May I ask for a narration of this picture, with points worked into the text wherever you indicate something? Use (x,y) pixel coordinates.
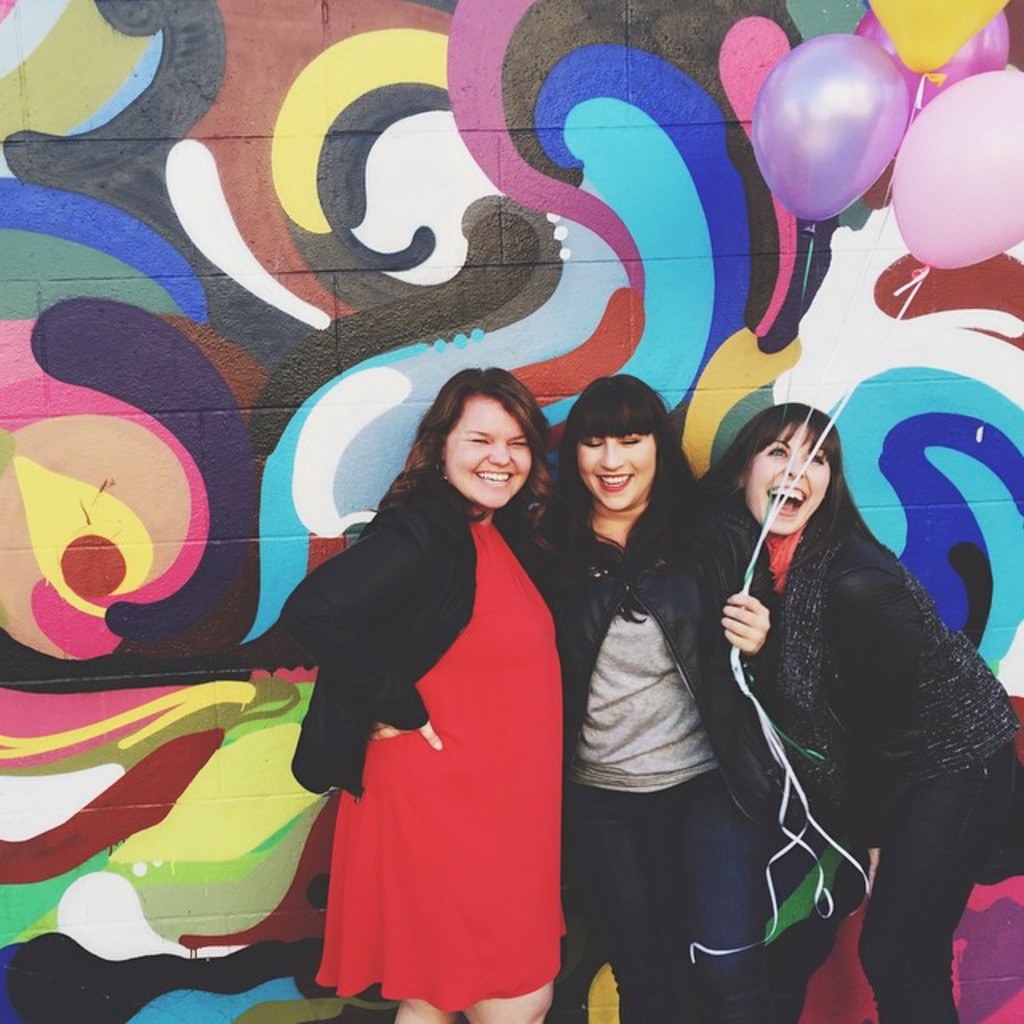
In this image we can see three persons (680,608). The person (799,582) on the right (804,599) is holding the balloons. Behind the persons (478,445) we can see a wall (274,327). On the wall (748,322) we can see the painting (271,360).
